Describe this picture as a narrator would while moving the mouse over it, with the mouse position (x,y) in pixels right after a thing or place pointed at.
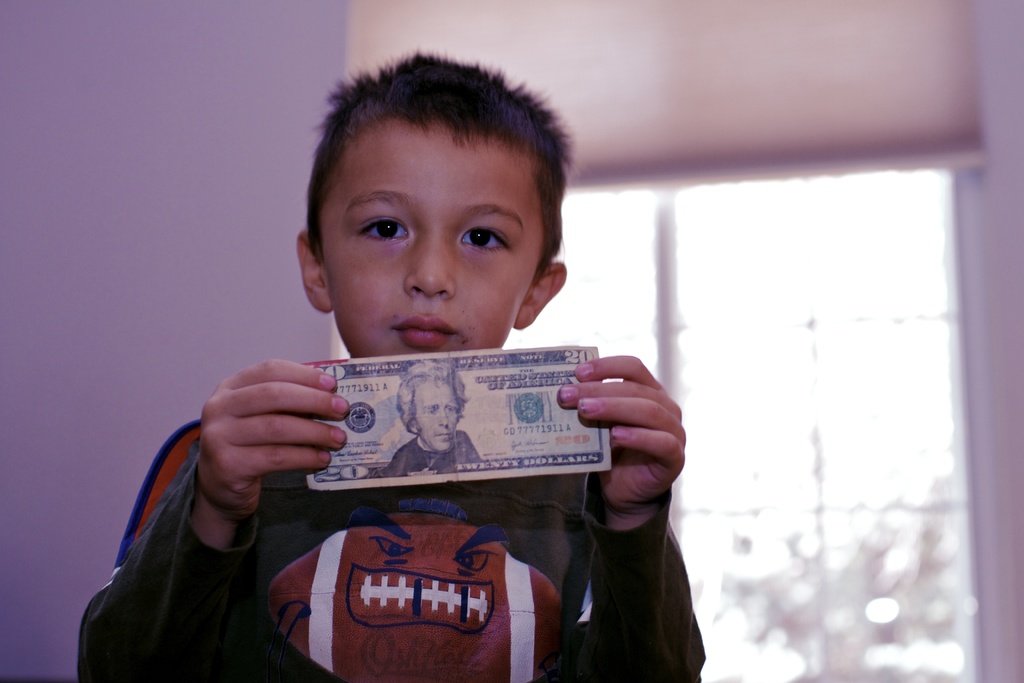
In this picture I can see there is a boy (642,617) standing and he is holding money (494,399) and there is a window (608,236) in the backdrop (873,344) and there is a wall (129,88).
